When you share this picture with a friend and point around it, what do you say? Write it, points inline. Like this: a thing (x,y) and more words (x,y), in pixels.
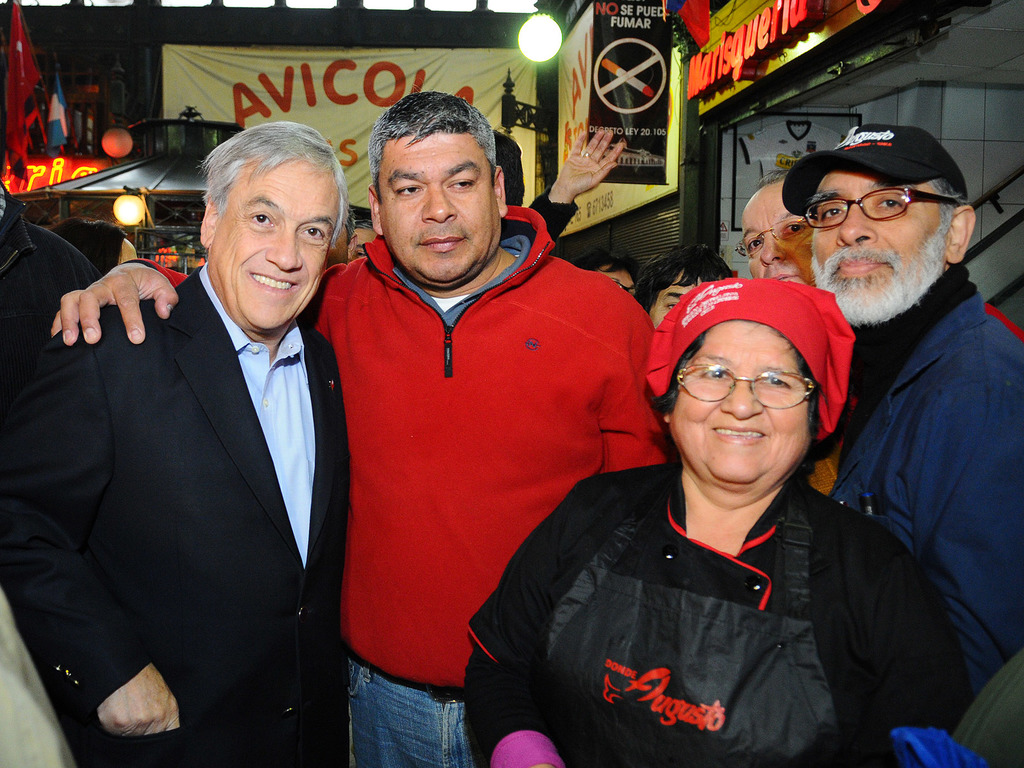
In the center of the image (514,265) there are people (668,743) standing. In the background of the image (483,82) there are banners (366,147). There is a light (527,33). There is wall (945,102).
